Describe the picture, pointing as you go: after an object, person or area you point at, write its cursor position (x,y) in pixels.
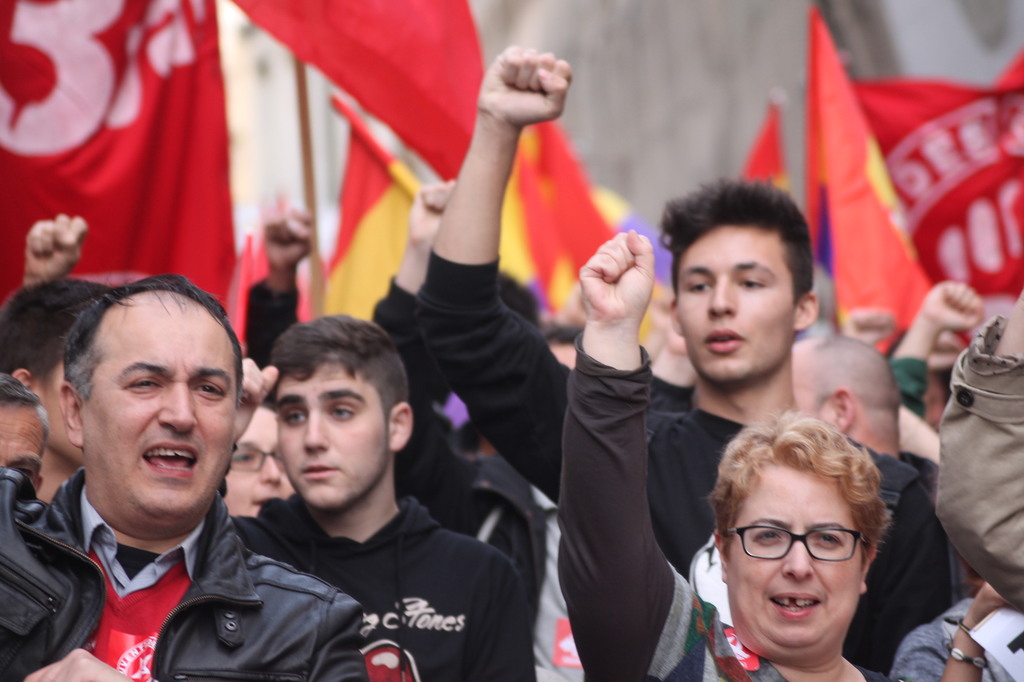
In this picture there are group of people (768,422) raising their hands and shouting. At the back (554,146) there are red color flags (418,145).
